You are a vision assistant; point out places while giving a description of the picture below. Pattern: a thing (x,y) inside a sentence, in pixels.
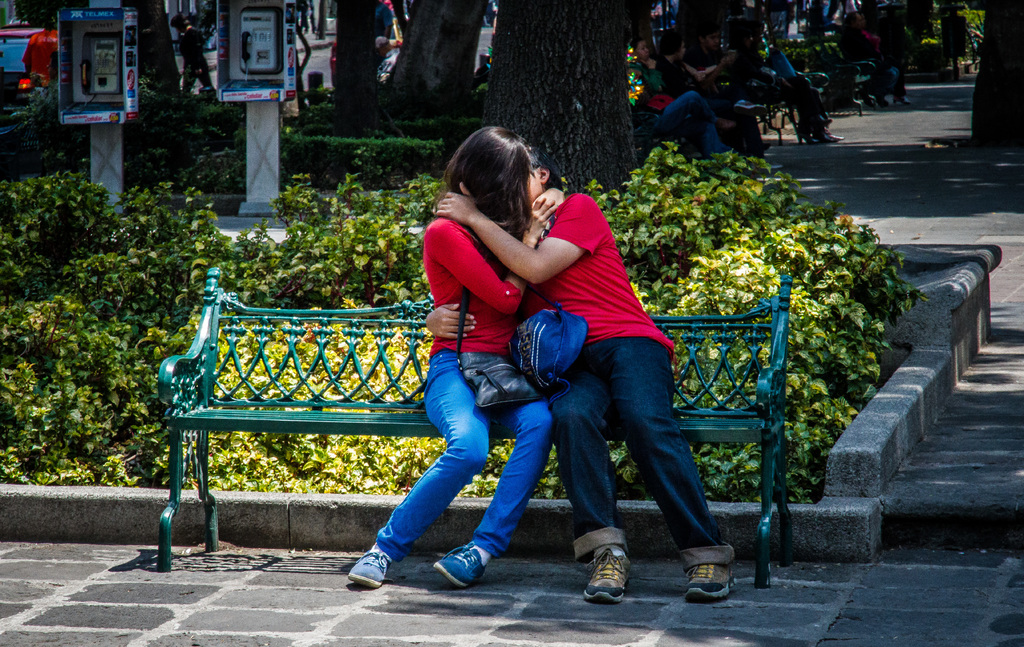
In the center (585,429) we can see two persons (547,296) were sitting on the bench (292,338). And they were holding handbag (495,359). In the background (425,76) there is a tree (519,114), vehicle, plant (714,211), road (868,143) and few persons (697,86) were sitting on the bench (854,69).
